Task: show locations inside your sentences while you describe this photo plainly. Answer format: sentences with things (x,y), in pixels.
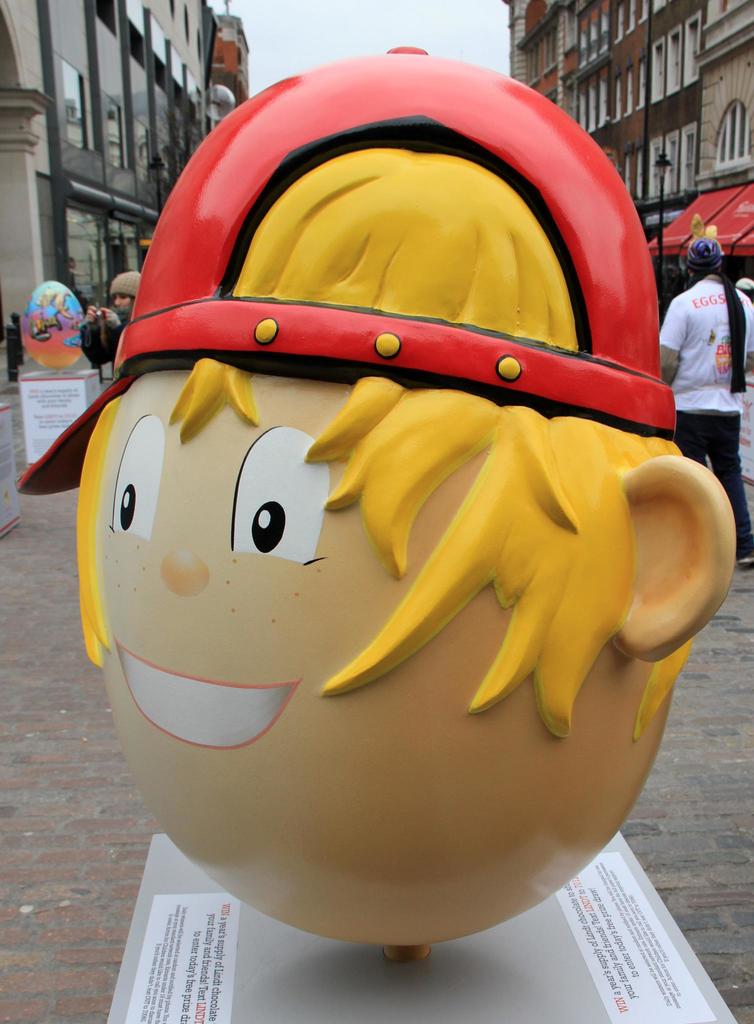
There is a mascot (300,685) on a platform (550,965). On that something is written. In the back (665,315) there are buildings (152,133), people (135,280) and sky (346,32).
